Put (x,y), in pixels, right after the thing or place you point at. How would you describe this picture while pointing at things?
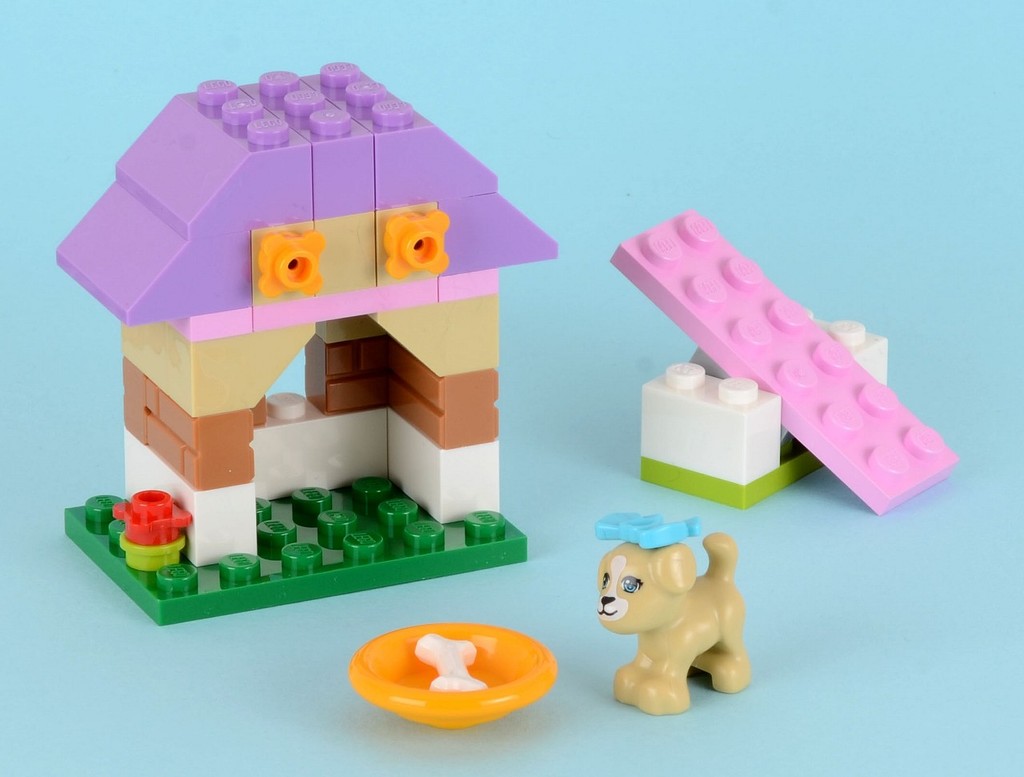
In this image there is a house (259,346) which is made up of Lego toys (370,420). In front of the house (459,520) there is a dog toy (662,628) and a bone (451,662) in front of it.
